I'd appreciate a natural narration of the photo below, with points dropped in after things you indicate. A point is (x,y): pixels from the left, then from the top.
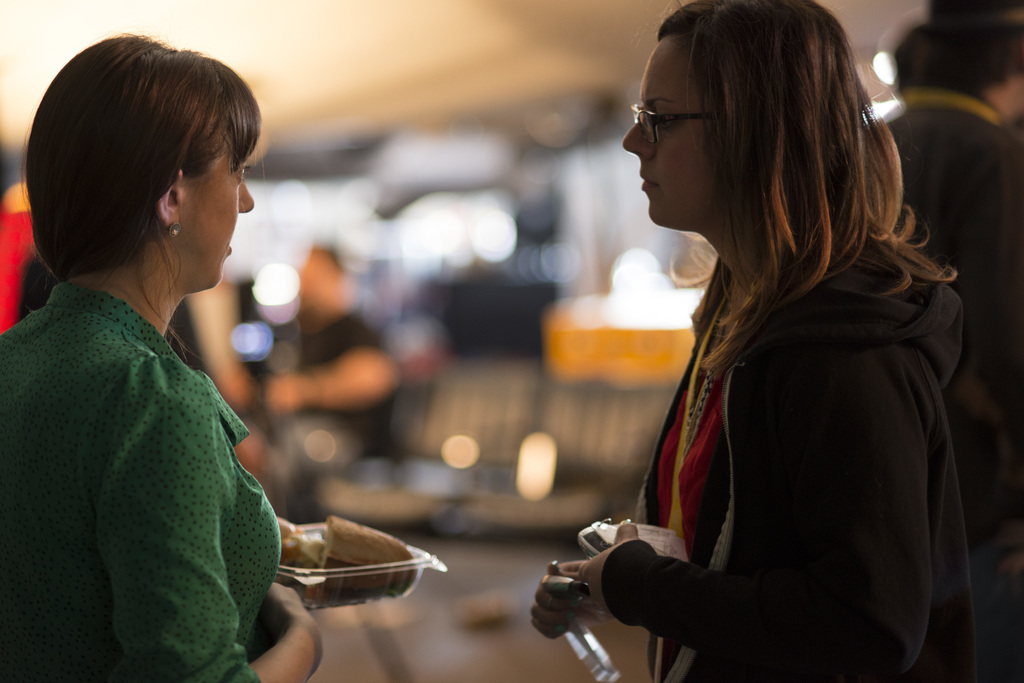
In the image there are two women (220,182) standing in front of each other holding box (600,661) and food plate (311,558), behind them there are few persons (316,332) standing in the background (30,240) is blurry.
